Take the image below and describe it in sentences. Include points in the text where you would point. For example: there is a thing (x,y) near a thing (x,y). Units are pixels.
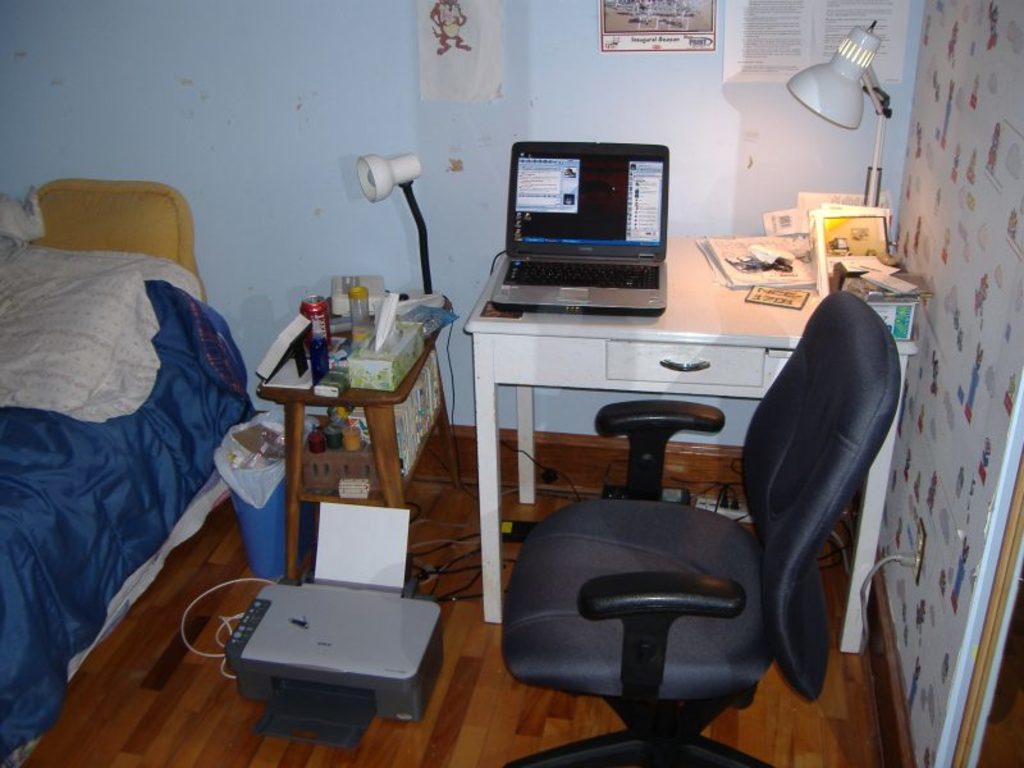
There is a room (571,413). we can see table (581,361), chair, cot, bed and pillow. There is a laptop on a table (590,352).
